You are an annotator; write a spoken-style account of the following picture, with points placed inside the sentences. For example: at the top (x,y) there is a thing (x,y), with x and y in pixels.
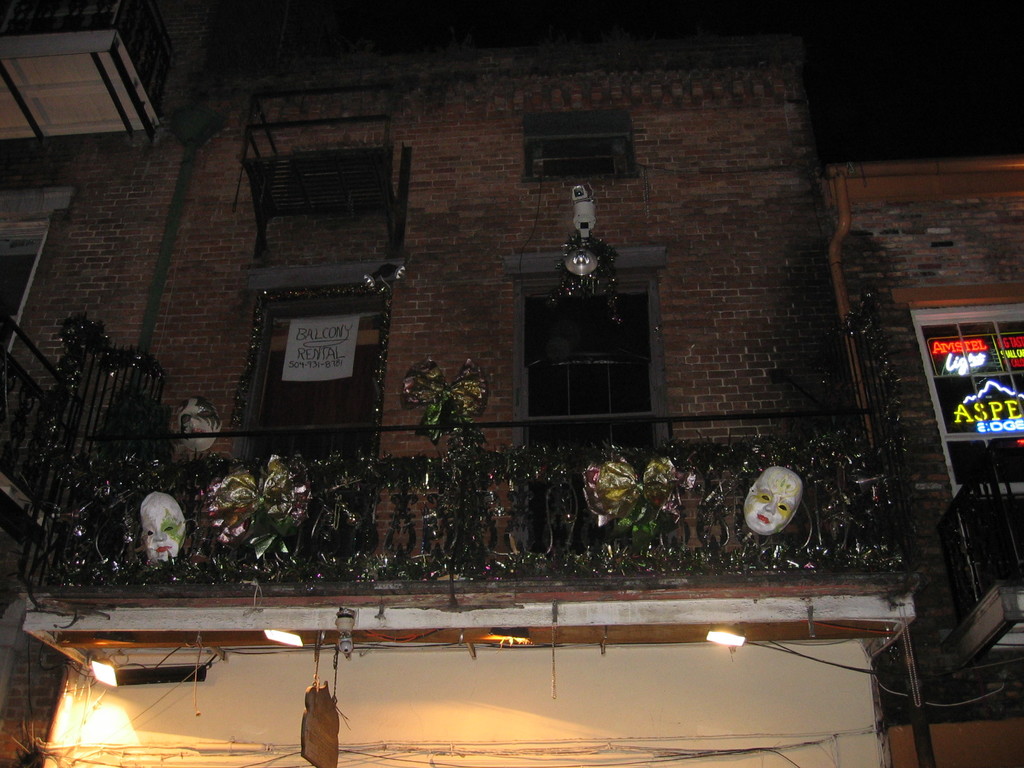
In this image, I can see a building (480,169), few windows (559,162) and there is a small image (328,362), There is something written on it and i can see iron grill (107,449) which is decorated and towards right (790,507) we can see a mask (770,500) and towards left (178,543) also, We can see a mask (157,526) and towards right corner (920,297) a brick building (903,208) and at bottom (747,641) few lights (728,637) and wires (365,746).
